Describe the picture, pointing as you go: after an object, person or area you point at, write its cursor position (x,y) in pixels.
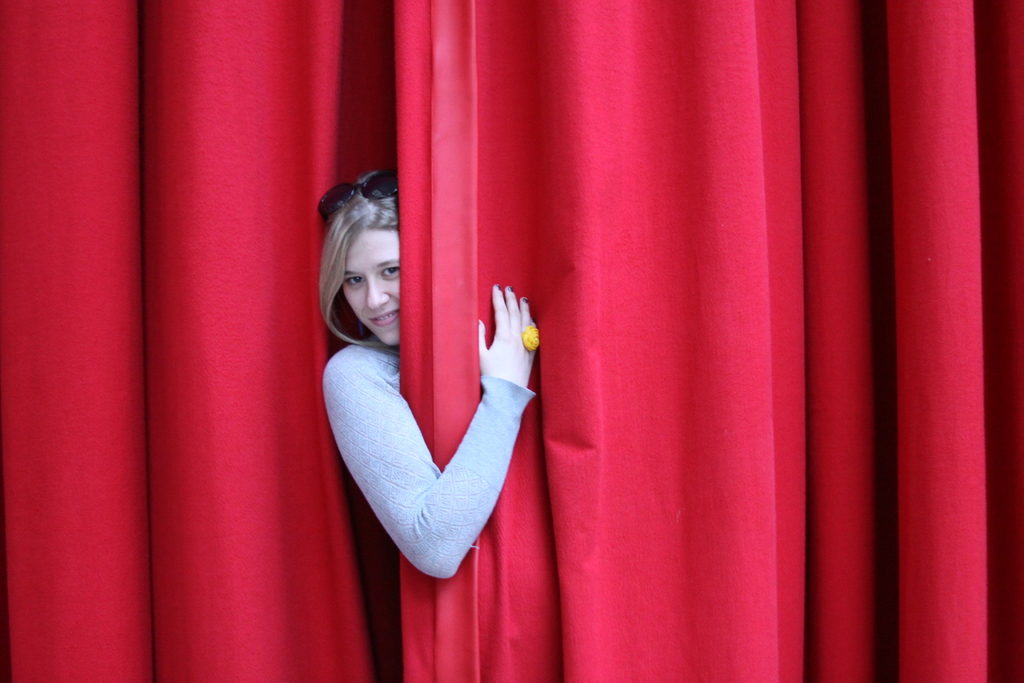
In this picture I can observe a woman (372,416) wearing grey color dress (388,461). She is smiling and wearing spectacles (390,178) on her head (361,215). The woman (359,227) is behind the red color curtain (421,585).
